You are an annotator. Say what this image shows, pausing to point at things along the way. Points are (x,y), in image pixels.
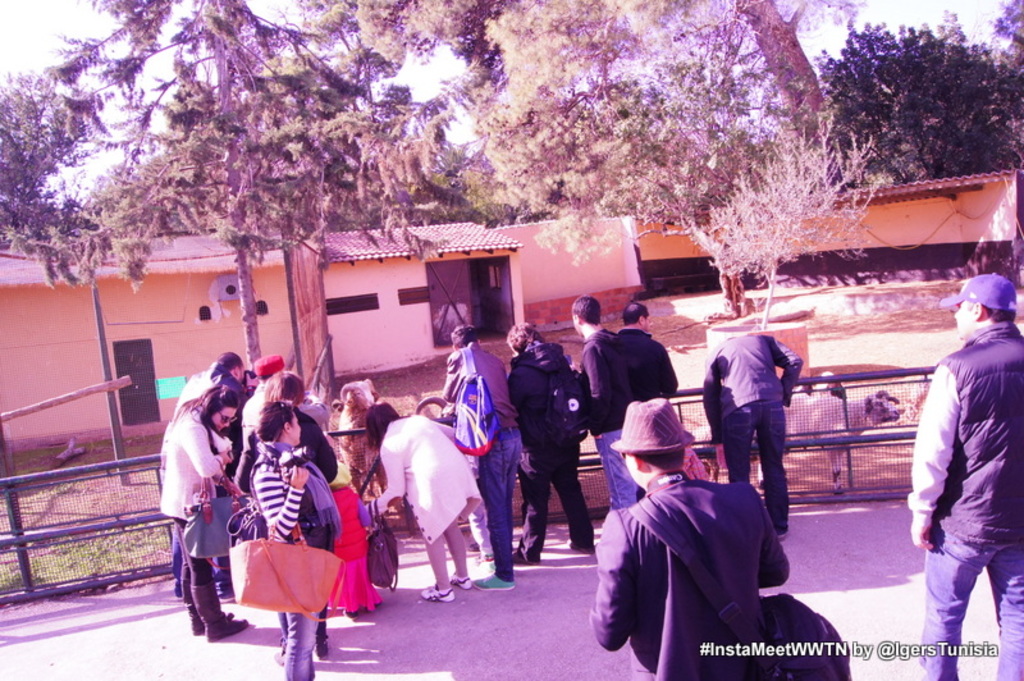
This image consists of many people (193,602) standing on the road (185,620). At the bottom (250,661), there is a road (250,661). In the background (224,307), there is a small house (170,270). It looks like the image is clicked in a zoo park (843,364). There are animals (800,401) beyond the fencing (796,385).
